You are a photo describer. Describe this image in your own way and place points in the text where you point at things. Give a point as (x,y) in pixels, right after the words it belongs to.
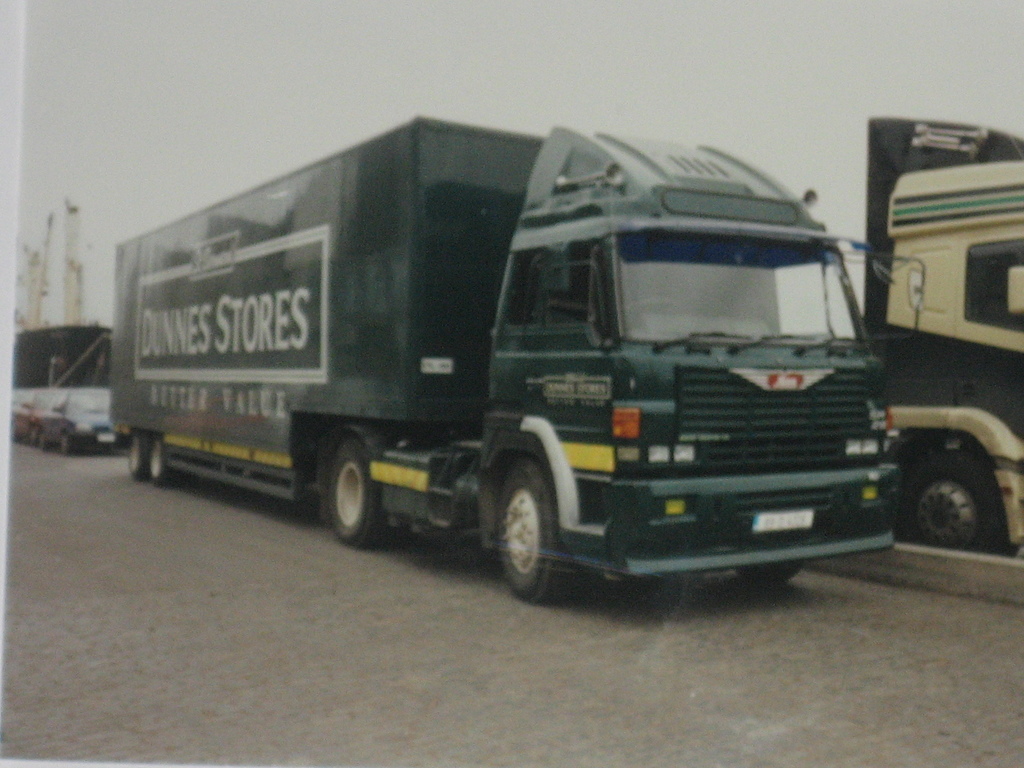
In this image we can see a photo of many vehicles (303,421), a road (609,704), and divider (982,579) of the road (968,602). There is some object (50,340) on the left side of the image (56,352).
